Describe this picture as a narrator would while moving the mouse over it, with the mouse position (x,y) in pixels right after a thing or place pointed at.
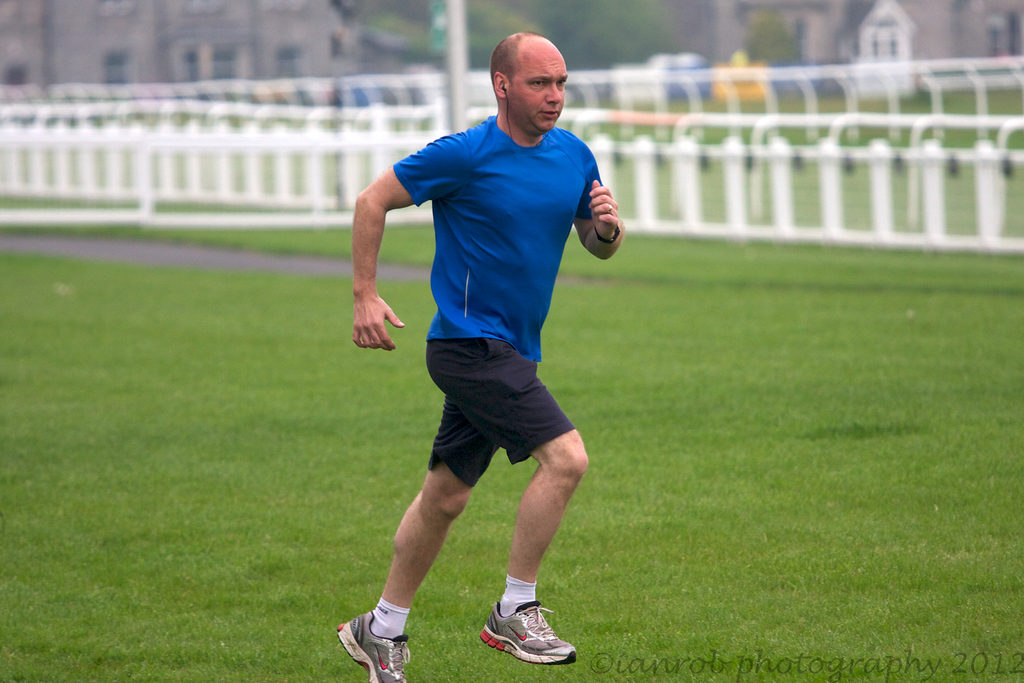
In the center of the image (560,232), we can see a man (516,386) and in the background (480,87), there are railings (763,117), trees (556,26), buildings (387,66). At the bottom (725,534), there is ground (721,561) and we can see some text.
